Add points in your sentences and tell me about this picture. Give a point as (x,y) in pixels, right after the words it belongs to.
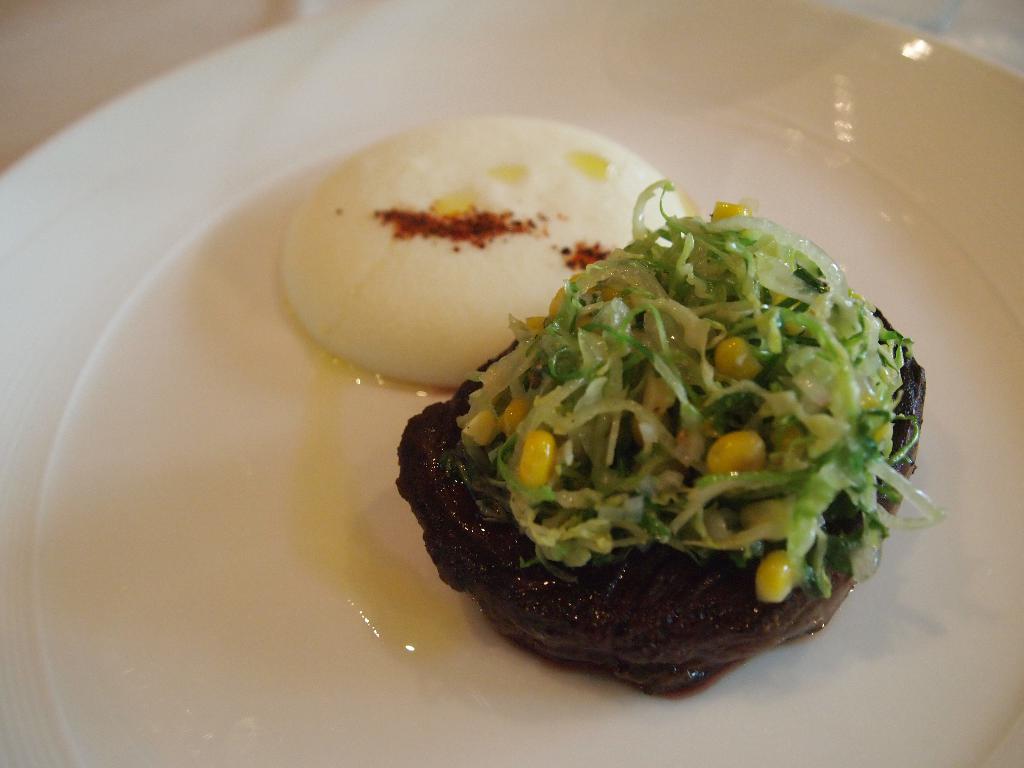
In this picture I can see some food item (461,400) placed in the plate (349,441).
